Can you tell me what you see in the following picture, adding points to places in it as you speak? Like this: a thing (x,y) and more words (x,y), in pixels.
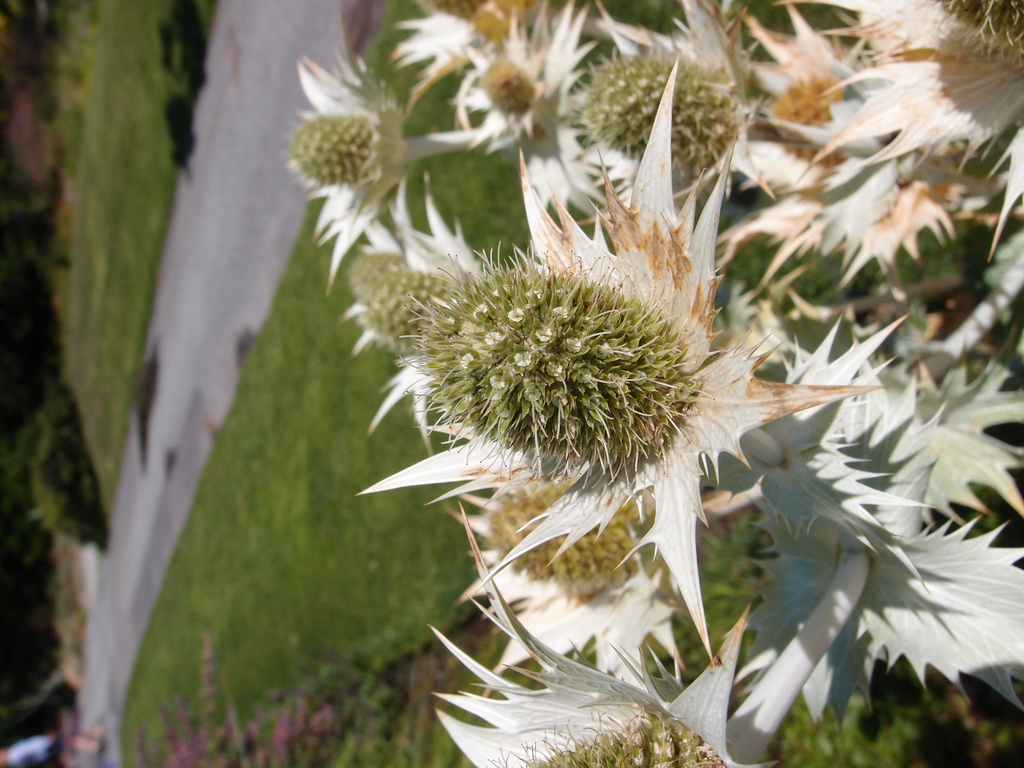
On the right side (724,246) there are flowers (599,432). In the back (198,327) there is grass (197,515) and a road (201,236).
